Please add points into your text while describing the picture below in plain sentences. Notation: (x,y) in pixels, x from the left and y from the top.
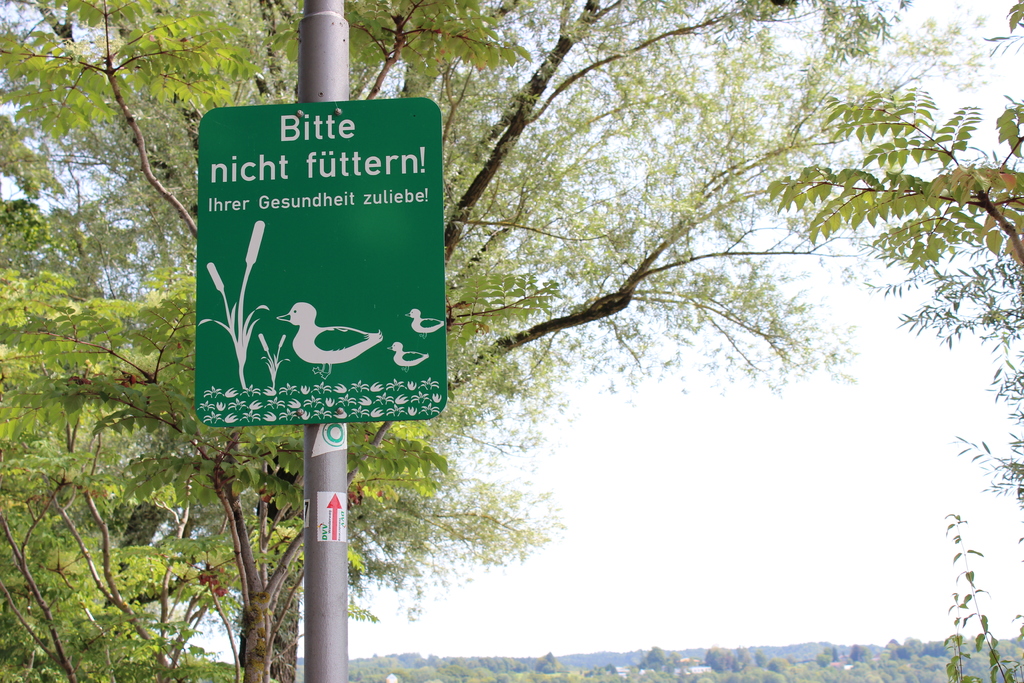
In this picture we can observe a green color board (333,230) fixed to the pole (330,639). We can observe text (308,207) on the board (275,217). We can observe trees (593,172). In the background (643,531) there is a sky (677,489).
